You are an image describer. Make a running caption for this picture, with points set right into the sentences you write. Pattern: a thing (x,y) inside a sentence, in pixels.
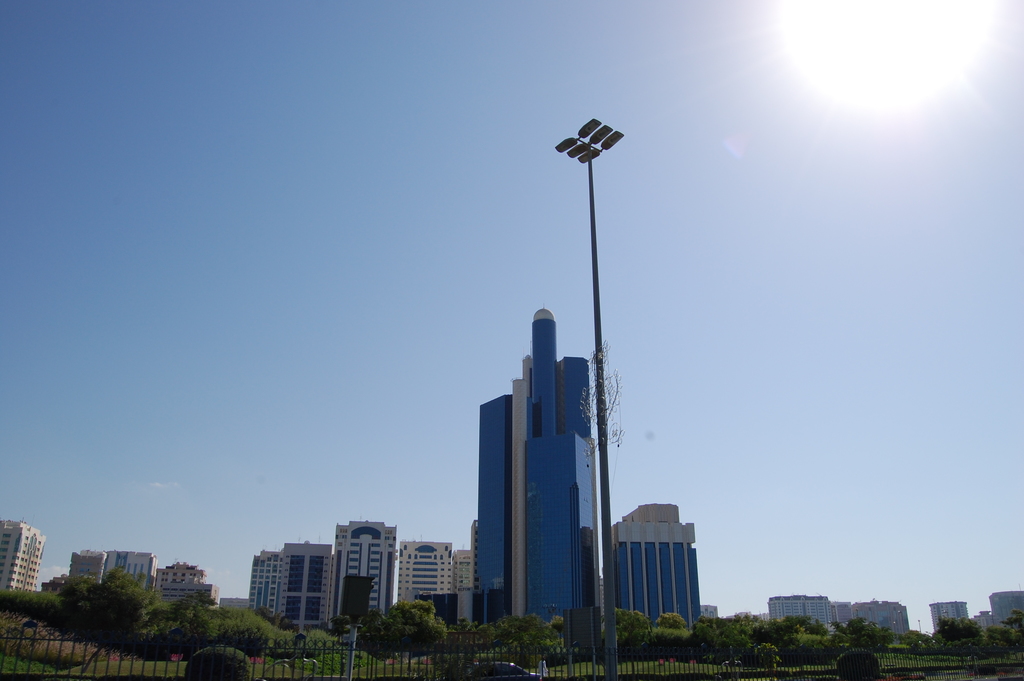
This image consists of many buildings (648,612). At the bottom (23,596), there are trees (842,635). And we can see a fencing (266,660). In the middle (596,412), there is a pole (591,207). At the top (430,167), there is sky (815,299).
